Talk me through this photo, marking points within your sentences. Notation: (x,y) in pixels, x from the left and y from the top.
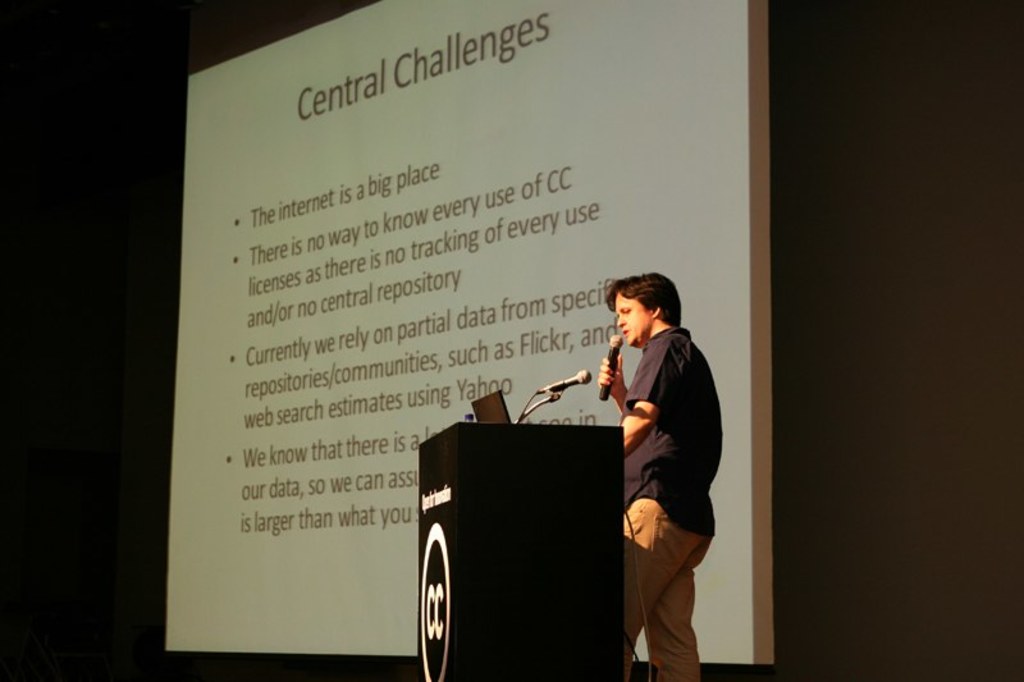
In this image we can see one podium (471,442), one projector screen (401,236) with text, one laptop (492,421), one microphone (551,394) with wire (524,406) attached to the podium (511,430), one object (473,422) on the podium (615,681), two wires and the background (99,267) is dark. One man (659,398) standing, holding a microphone (614,351) and talking.
